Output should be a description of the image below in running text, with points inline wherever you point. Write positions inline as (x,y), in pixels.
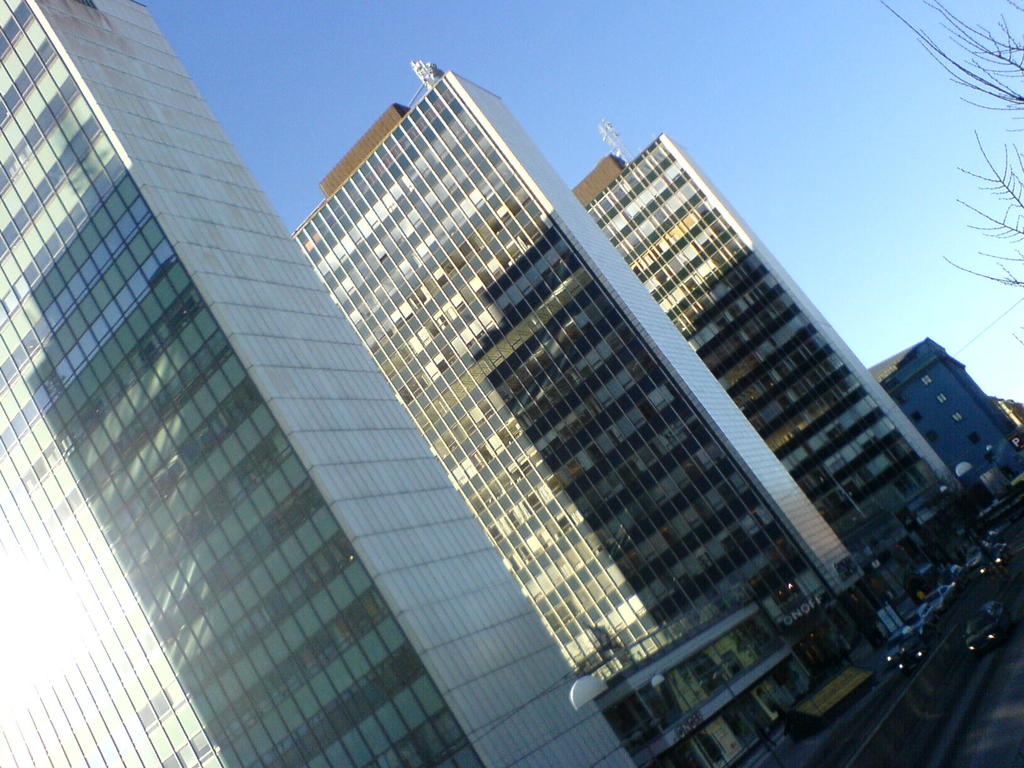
In this image we can see buildings (610,559), vehicles (898,662) on road (925,673), trees (985,98) and poles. In the background (697,67) we can see sky (486,46).
